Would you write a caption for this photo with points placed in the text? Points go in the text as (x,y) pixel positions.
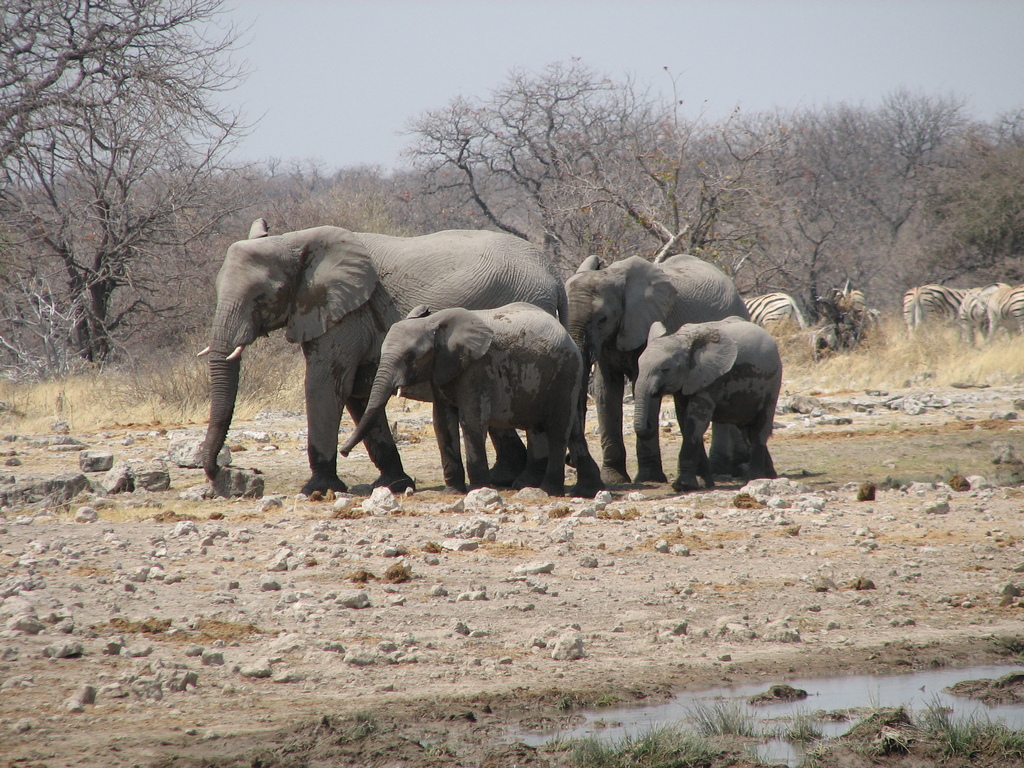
In this image, we can see a group of elephants (374,403) are walking on the ground (502,517). Here we can see stones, mud (515,724), water (850,692) and grass (888,726). Background (965,259) we can see so many trees (45,348). On the right side of the image (755,299), we can see a group of zebras (1019,303). Top of the image (948,34), there is a sky (433,71).
